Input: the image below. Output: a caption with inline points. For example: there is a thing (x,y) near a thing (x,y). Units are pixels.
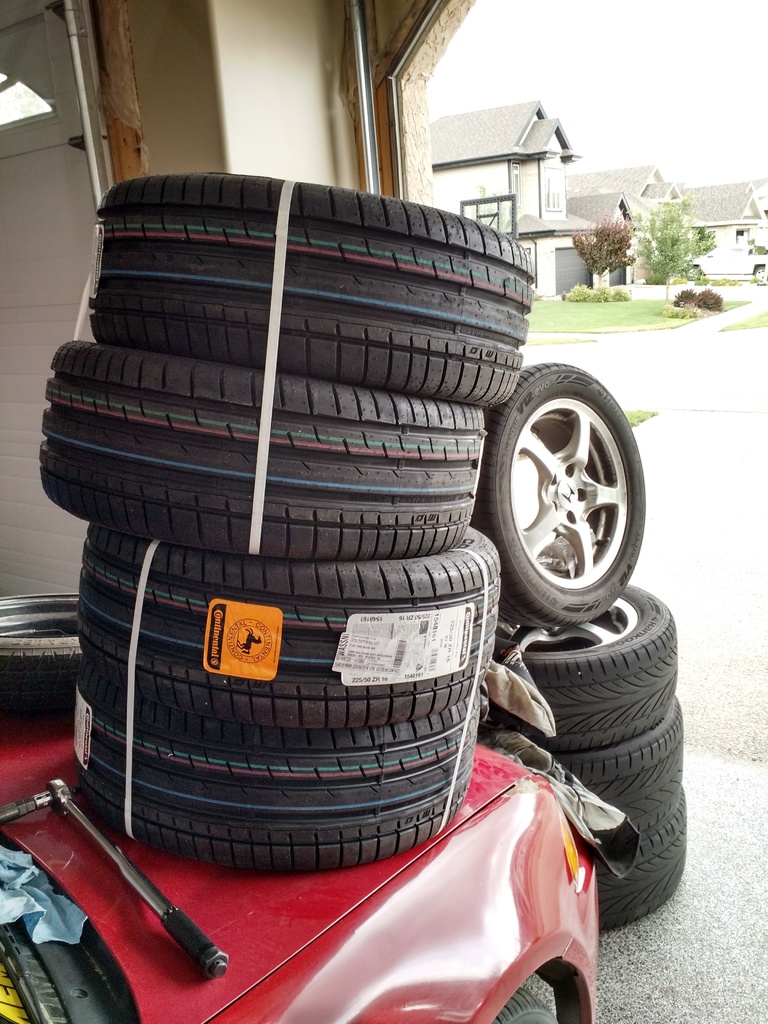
In this picture we can see a vehicle (423,933) on the ground (600,947), here we can see tyres (640,524) and in the background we can see houses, trees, sky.
